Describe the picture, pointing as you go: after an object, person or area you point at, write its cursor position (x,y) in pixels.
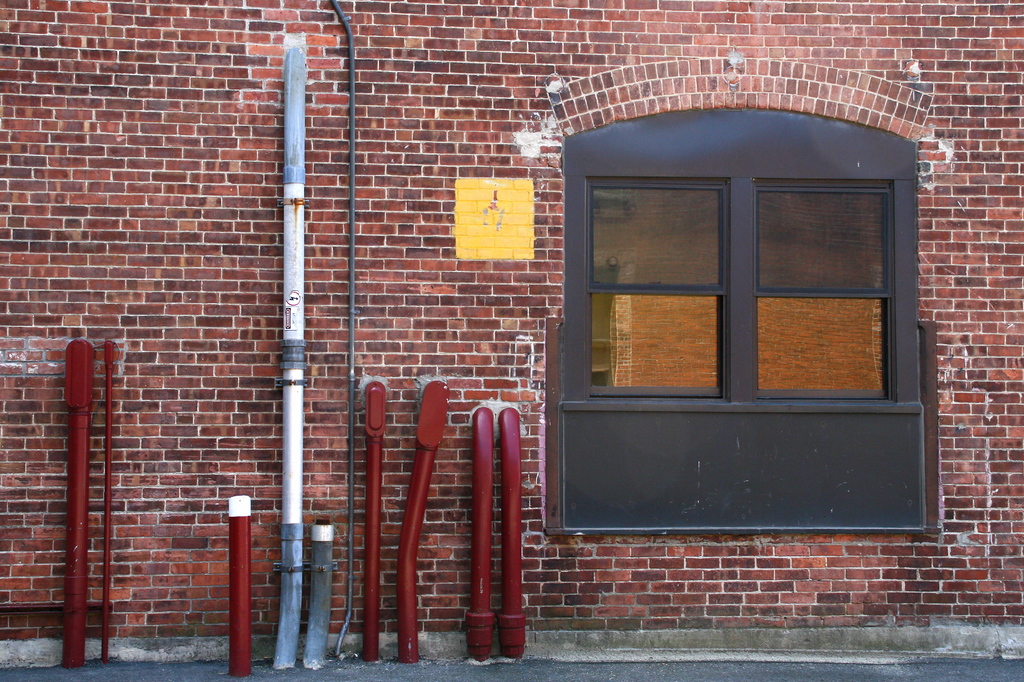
Here we can see objects (411,617), window (707,254), and a wall (873,61).
